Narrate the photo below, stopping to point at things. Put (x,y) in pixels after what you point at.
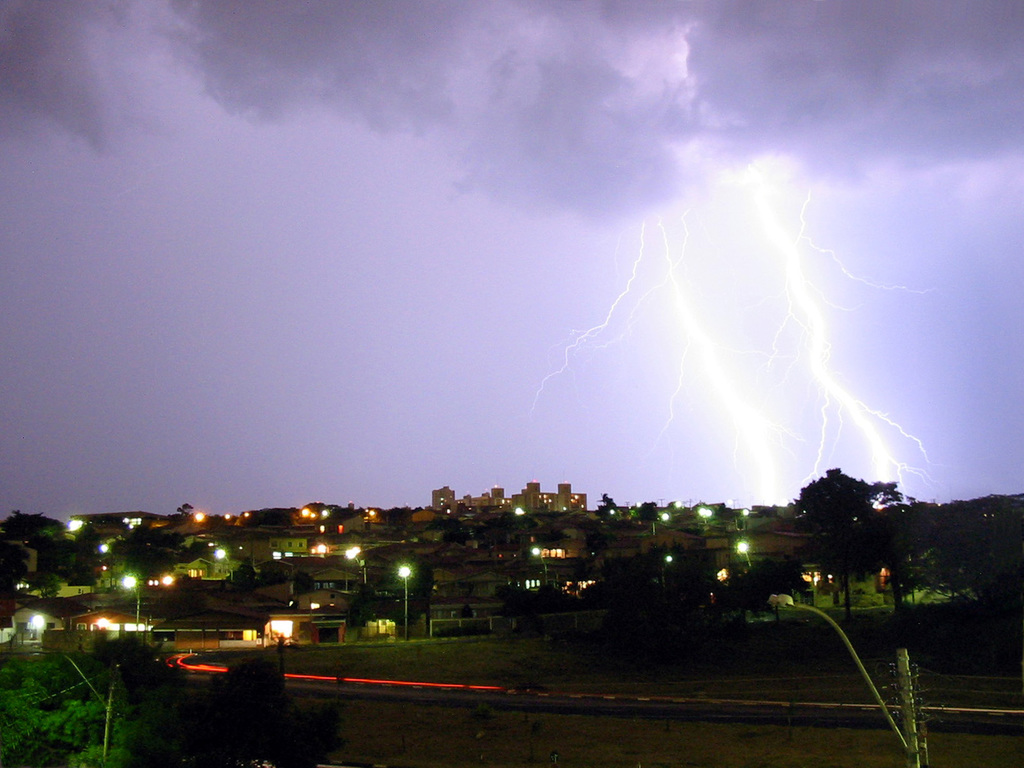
This image is clicked from a top view. At the bottom of the image (332,690) there is a road (343,680). Beside the road (352,690) there are street light poles (836,629) on the walkway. Behind the walkway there are buildings (325,609) and trees (43,587) on the hill (110,607). At the top (458,124) there is the sky (497,129). There is a thunderstorm (694,321) in the sky (690,360).
